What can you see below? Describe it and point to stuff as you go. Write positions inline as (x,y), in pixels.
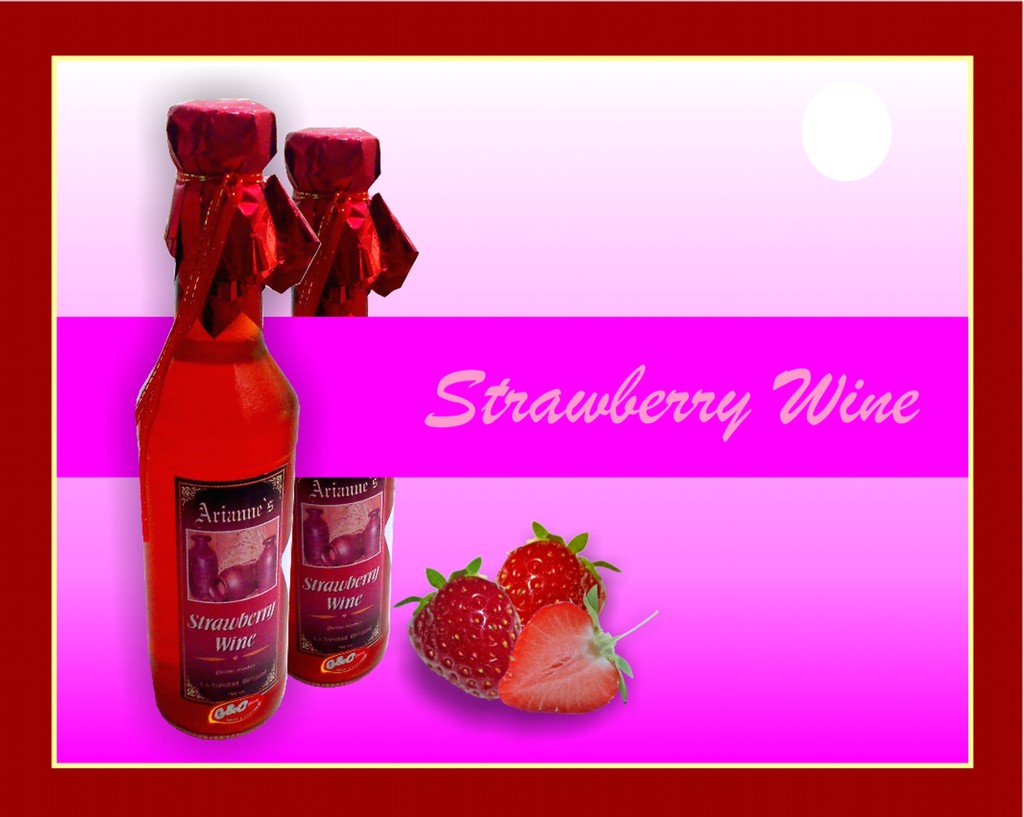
This is a poster. In this image there are pictures (320,517) of bottles (302,491) and strawberries (531,566) and there is text (586,421).
